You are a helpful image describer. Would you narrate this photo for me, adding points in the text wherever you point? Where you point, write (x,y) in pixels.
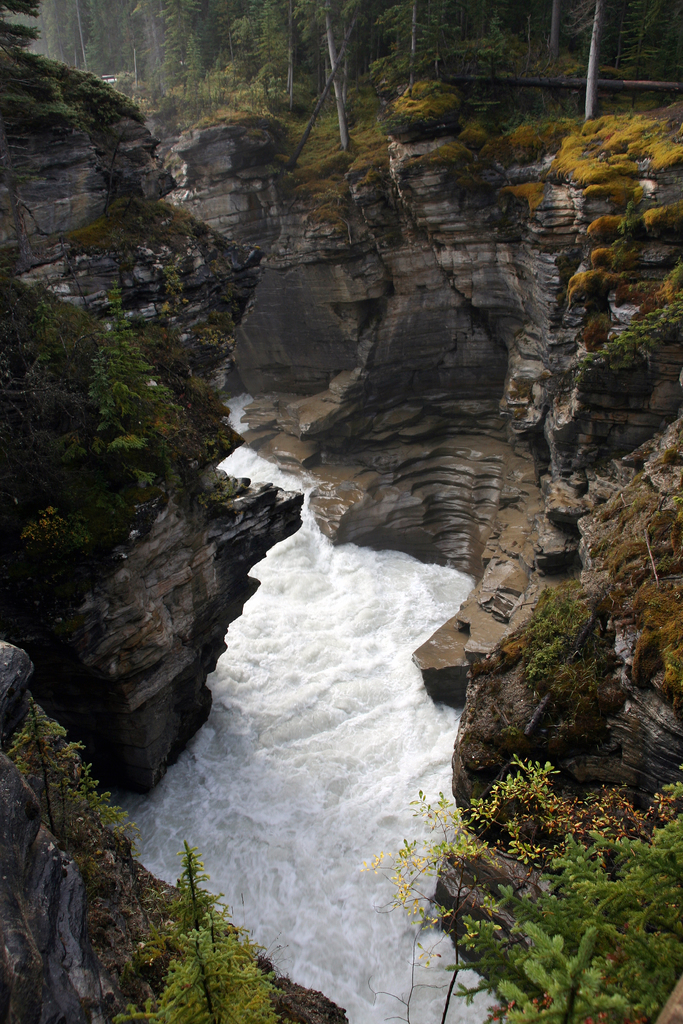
In this image I can see the trees (588,956). I can see the water (276,729). On the left (176,502) and right side (467,247), I can see the rocks (394,424).
